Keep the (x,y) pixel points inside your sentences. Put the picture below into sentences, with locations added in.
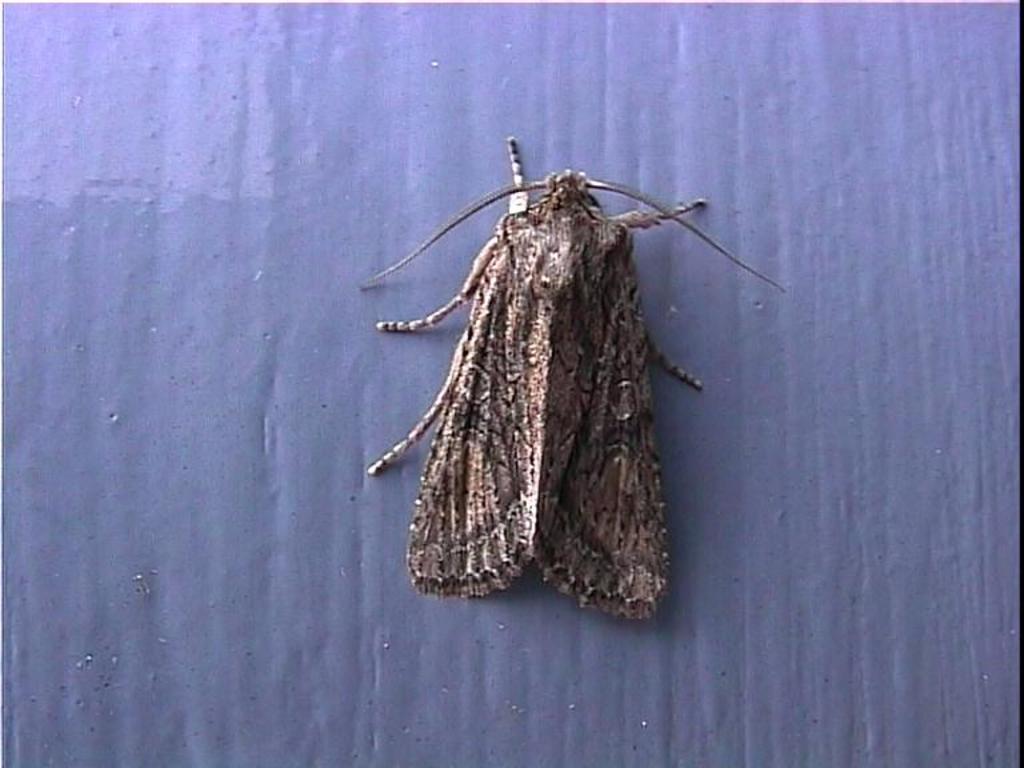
In the middle (605,424) there is an insect (630,436). It has wings (531,433).
